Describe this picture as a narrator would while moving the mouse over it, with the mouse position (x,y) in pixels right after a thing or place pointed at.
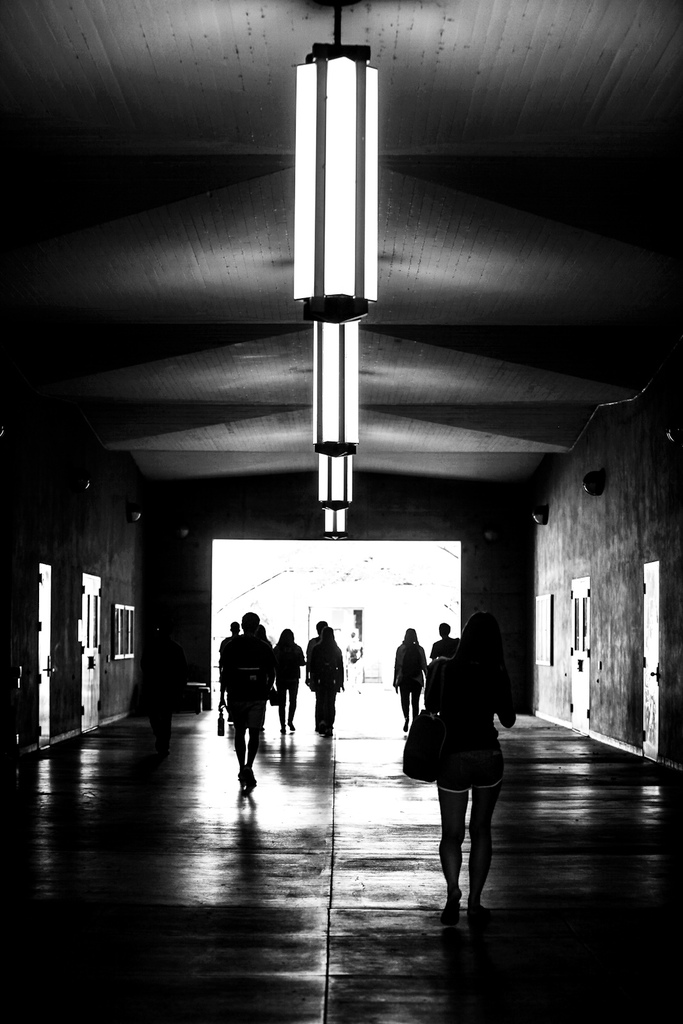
In this picture there are some people (401,677) walking in this path (267,837). We can observe lights (346,291) hanging from the ceiling (312,11). On either sides of this path (157,868) there are walls (534,640) and doors (646,710).
